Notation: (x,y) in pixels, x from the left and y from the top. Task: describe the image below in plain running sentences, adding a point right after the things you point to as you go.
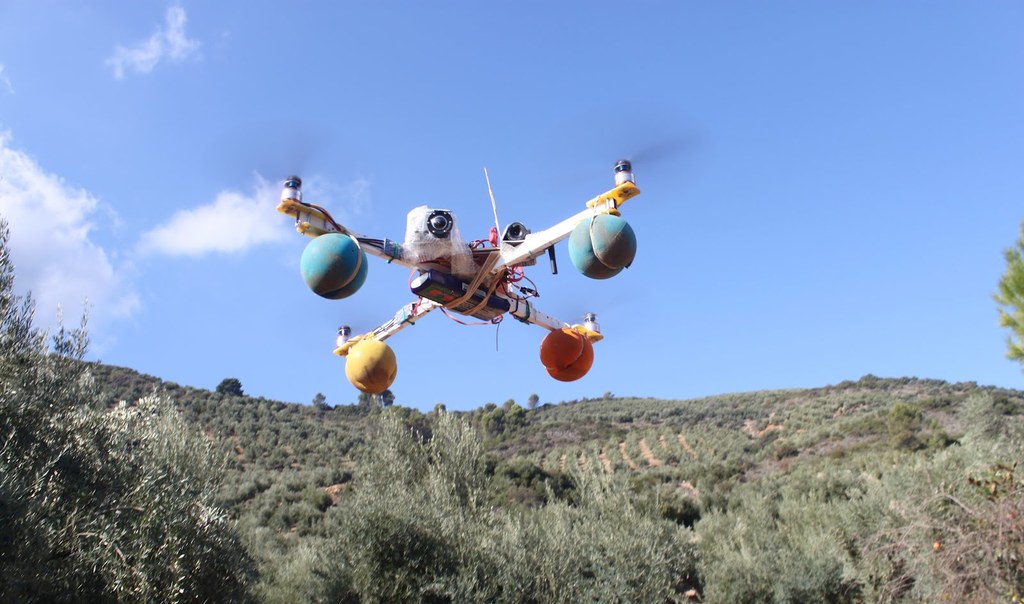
In the center of the image (451,296) we can see a drone camera (348,327). At the bottom (199,498) there are trees (590,529). In the background (215,409) we can see hills (629,407) and sky (722,249).
